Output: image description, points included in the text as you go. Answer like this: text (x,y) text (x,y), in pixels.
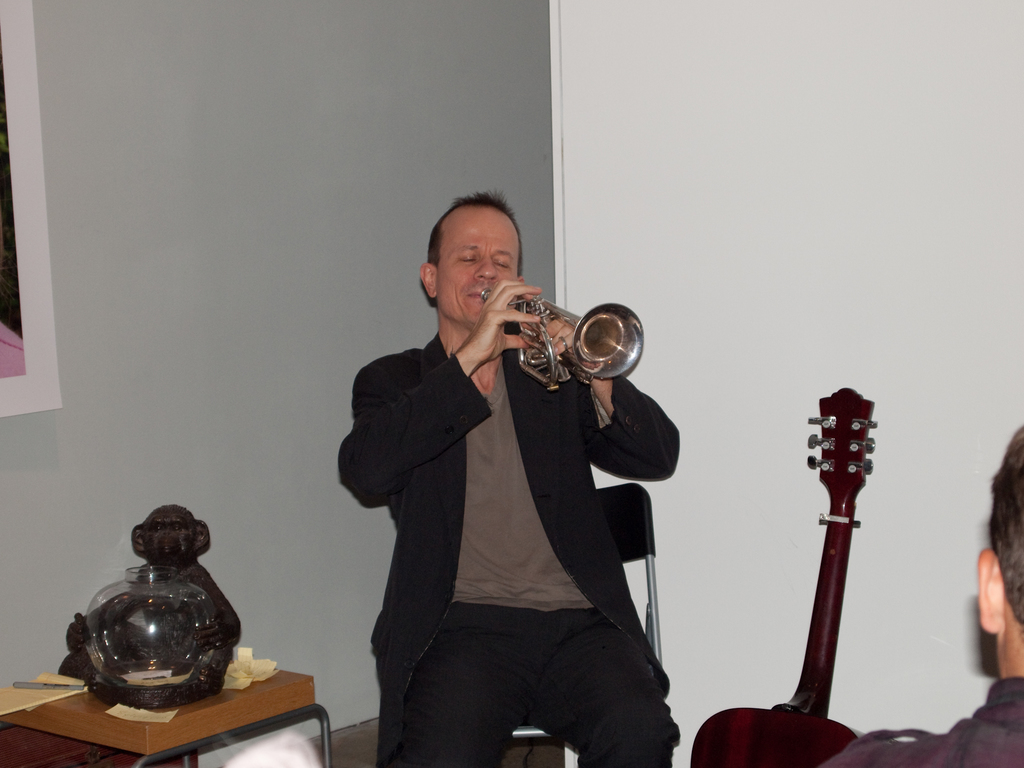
In the image we can see there is a man (475,423) who is playing a musical instrument (554,380) and beside him there is a guitar (826,663) and on the table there is a statue of monkey (212,610) holding a bowl (185,656) in his hand (210,629).
